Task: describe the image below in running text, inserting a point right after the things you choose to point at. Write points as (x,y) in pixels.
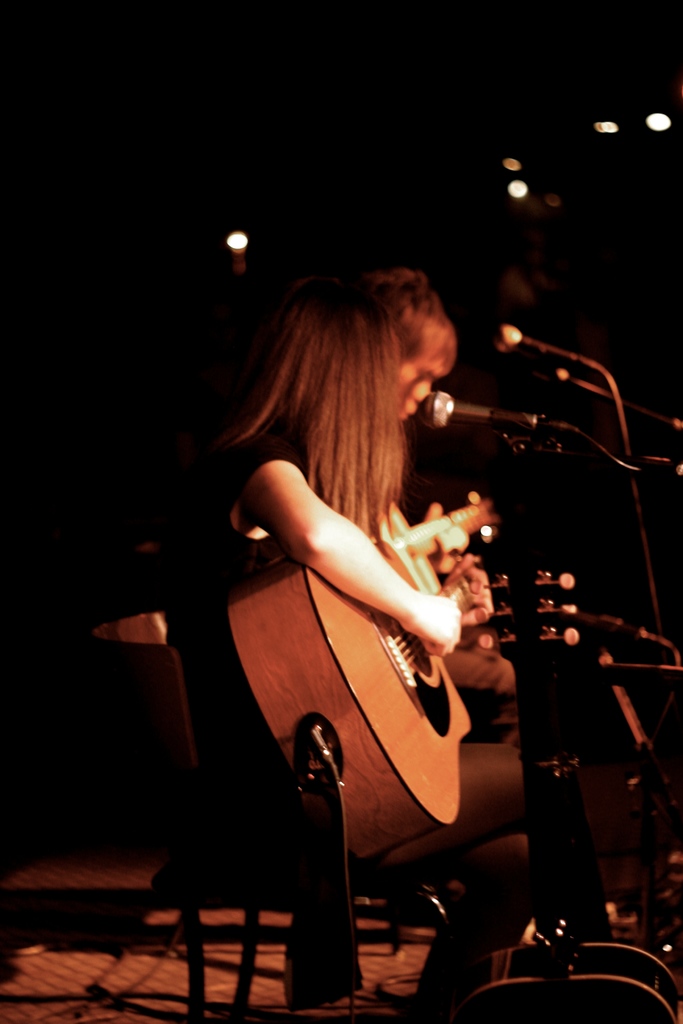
Here a woman (295,448) sitting on a chair (216,889). She is holding a guitar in her hand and she is playing it. There is another person (422,282) sitting beside to this woman (467,770) and he is also playing a guitar (423,528).
